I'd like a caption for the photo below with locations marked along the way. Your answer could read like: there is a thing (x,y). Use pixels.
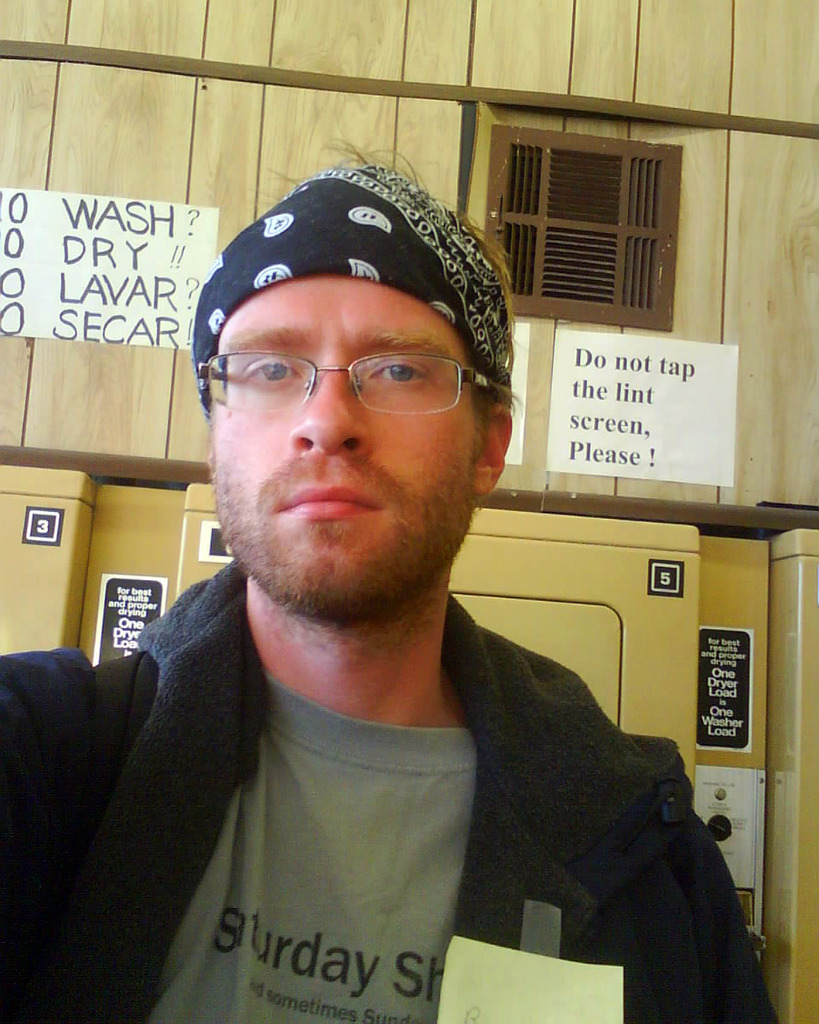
Here I can see a man (100,870) wearing a jacket (521,805), headband (291,258), spectacles (376,379) and looking at the picture. At the back of him there are few boxes (605,570) and a wall (440,68) to which some papers (565,390) are attached. On the papers (586,383), I can see the text (617,403).
